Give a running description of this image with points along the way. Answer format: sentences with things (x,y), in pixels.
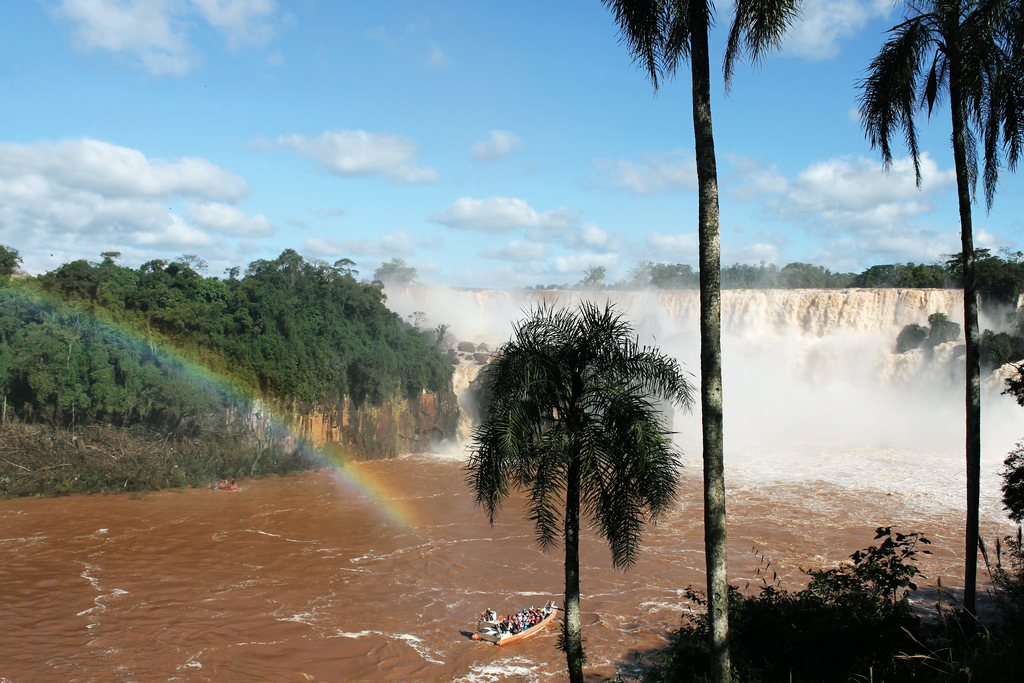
This is the picture of a waterfall (917,428). In this image there are group of people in the boat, there is a boat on the water (545,649). On the left side of the image (302,306) there is a rainbow (62,322) and there are trees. At the back (956,337) there is a waterfall (991,327). In the foreground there are trees (577,645). At the top (526,63) there is sky (503,71) and there are clouds (564,224). At the bottom (494,573) there is water (424,653).
